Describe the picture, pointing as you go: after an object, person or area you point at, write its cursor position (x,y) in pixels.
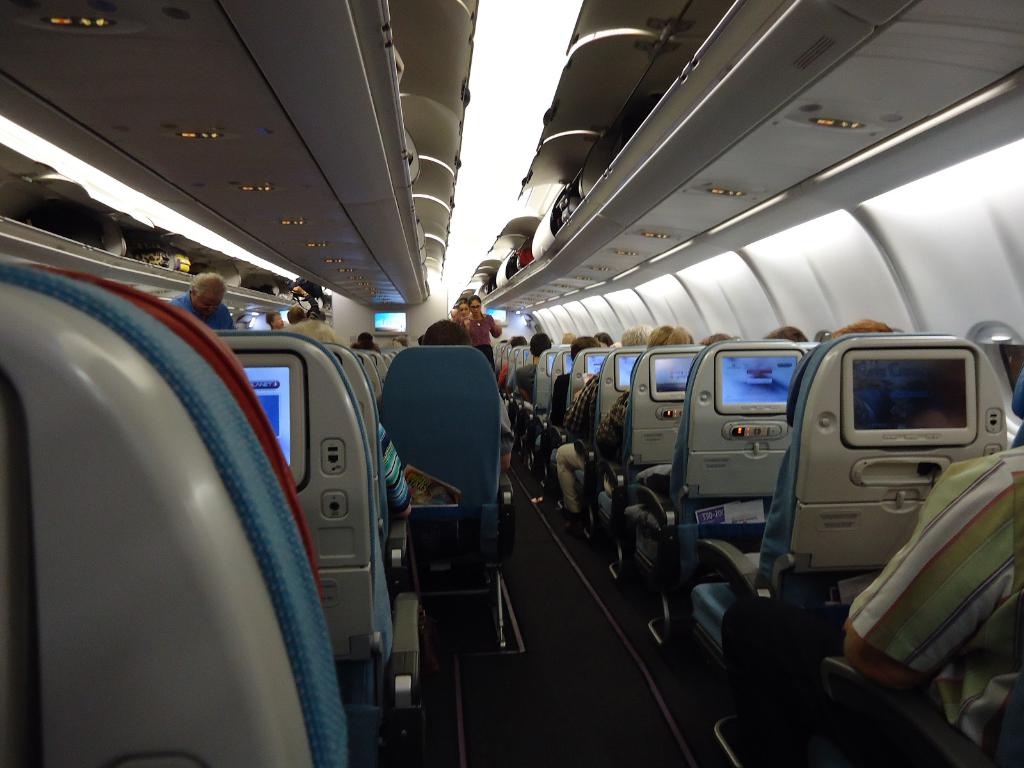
Here we can see an inside view of an airplane (571,385), we can see chairs (795,451) here, there are some people (560,391) sitting on chairs (630,470), we can see a person (489,327) standing here, we can see screens (778,387) here.
